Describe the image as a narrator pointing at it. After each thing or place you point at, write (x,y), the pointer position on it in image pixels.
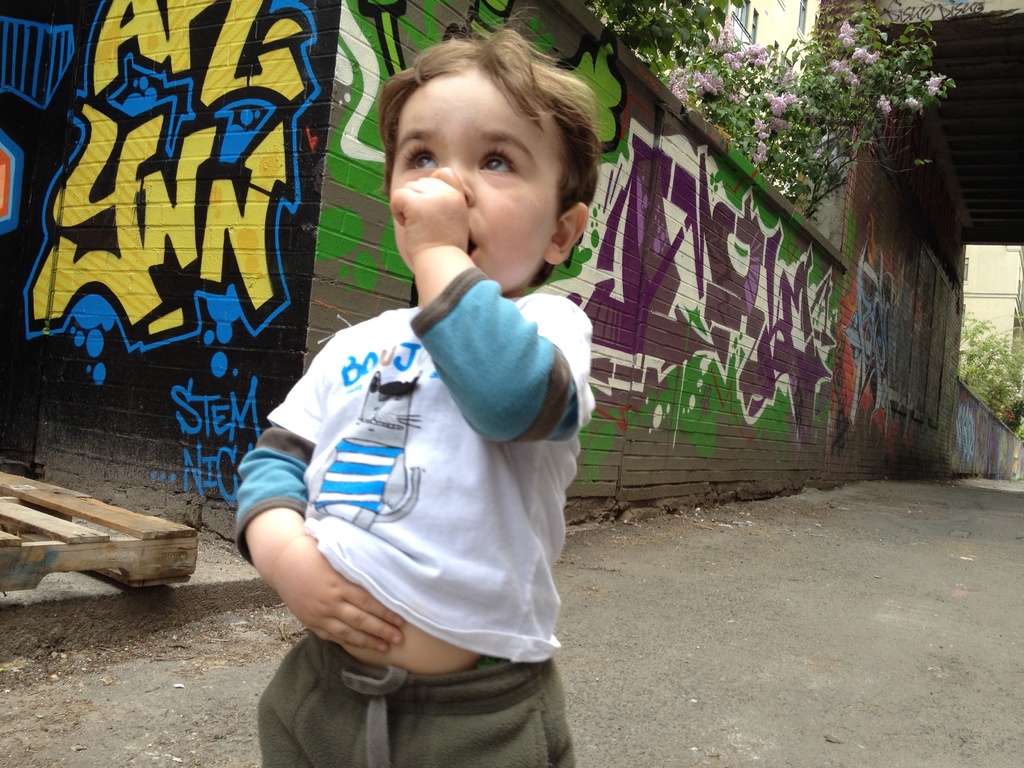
In the center of the image (489,324) we can see a boy (512,492) is standing and keeping his hand (428,261) in his mouth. In the background of the image (249,312) we can see the wall (94,256). On wall (310,309) we can see graffiti (740,248). At the top of the image (699,63) we can see the trees (761,101), flowers (760,54), buildings (760,27), windows (803,30), bridge (981,68). At the bottom of the image (772,684) we can see the road (730,666). On the left side of the image (28,521) we can see a wood (95,533).
